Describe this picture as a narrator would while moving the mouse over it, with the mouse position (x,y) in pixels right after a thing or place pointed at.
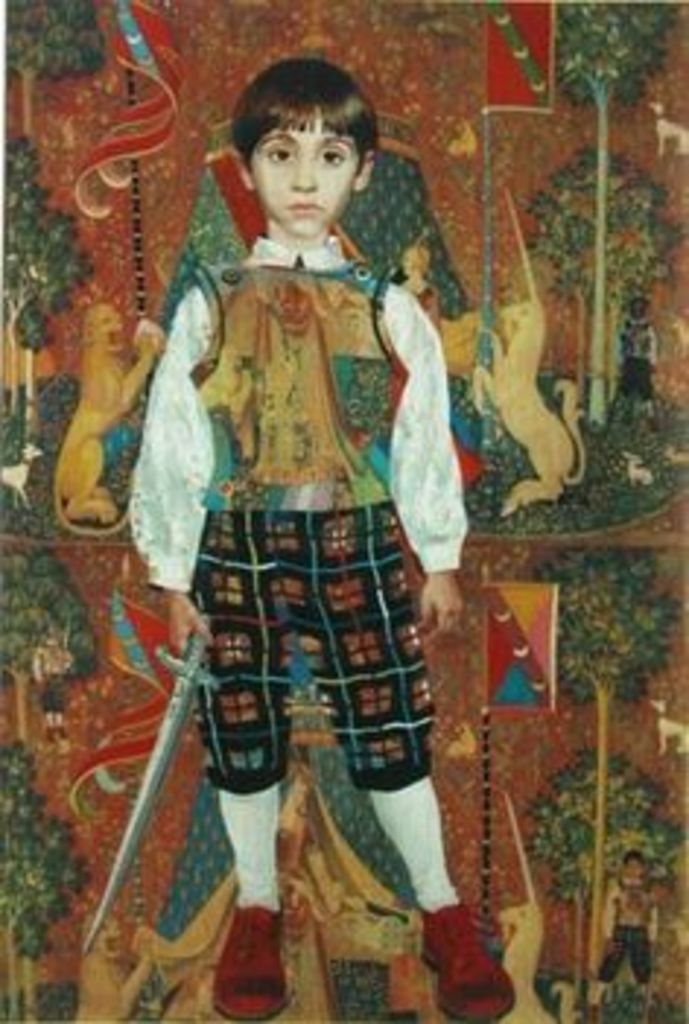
In this image we can see a painting (321,729) of a boy (318,365) holding a sword (141,804), and behind him there are paintings (513,930) of some animals (555,423) trees (620,799) and flag (541,697).
